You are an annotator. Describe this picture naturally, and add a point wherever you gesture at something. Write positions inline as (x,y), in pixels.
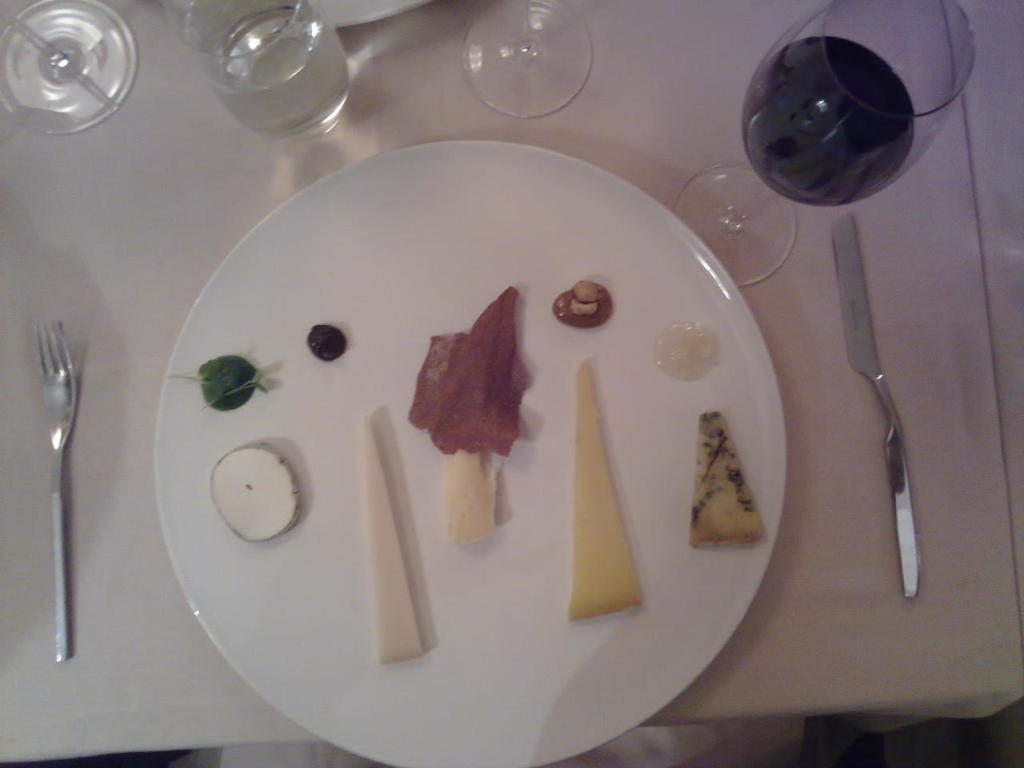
In this image we can see some food items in the plate (648,347). At the top of the image (305,44) there are glasses (806,59) with some liquids (298,44). On the left side of the image (59,440) there is a fork (60,479). On the right side of the image (849,244) there is an object (849,244). The background of the image (819,521) is white.
